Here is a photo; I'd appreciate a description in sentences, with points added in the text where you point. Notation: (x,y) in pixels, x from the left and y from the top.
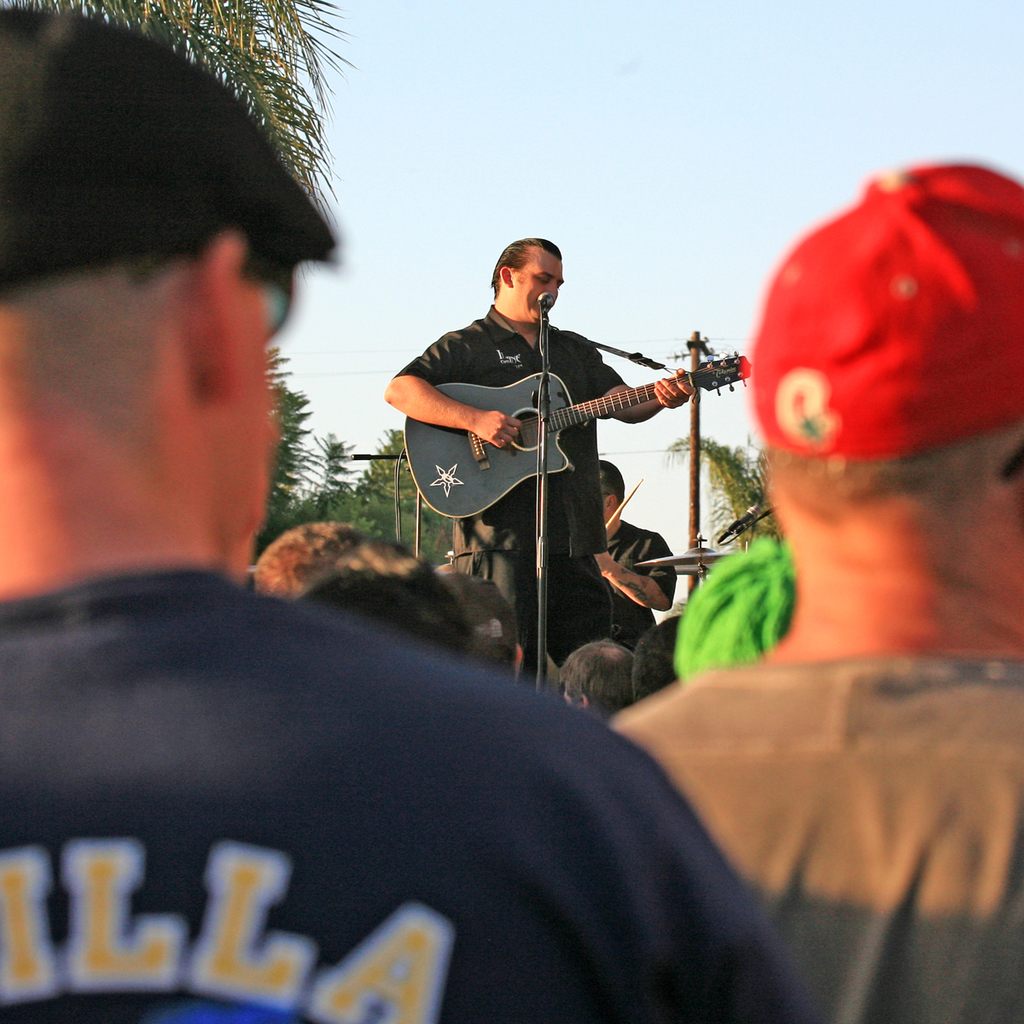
In this picture we can see a man (592,441) holding a guitar (494,487) and playing it in front of mike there are two other people (257,730) wearing red and black color hats (169,147).
